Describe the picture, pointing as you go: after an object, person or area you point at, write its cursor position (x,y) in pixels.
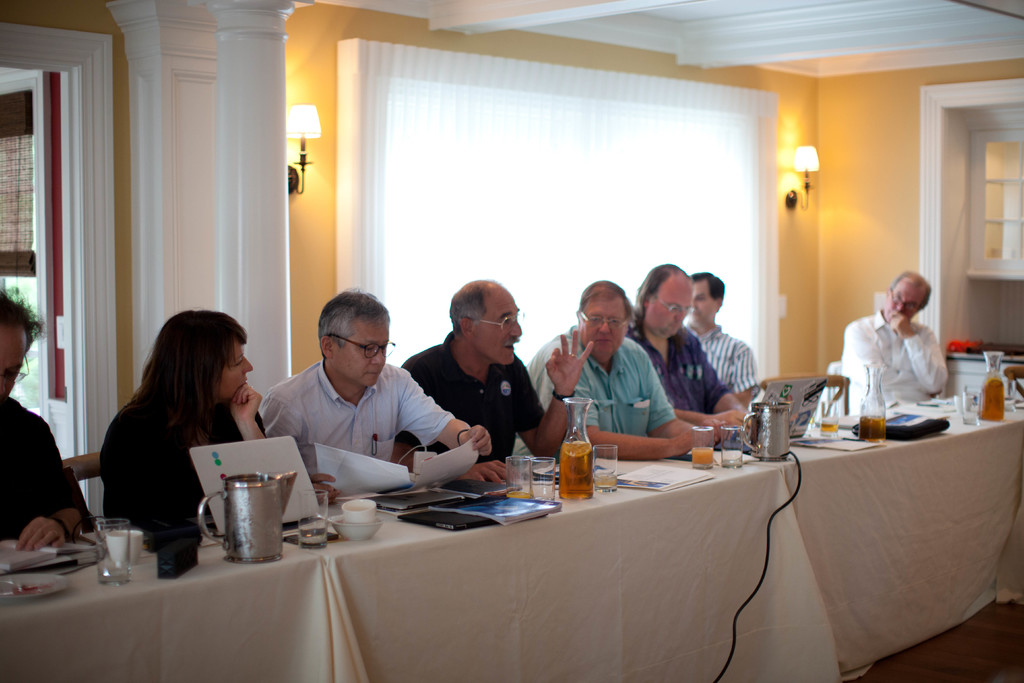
In this image I can see group of people (423,427) sitting. In front of them there is a flask (255,511), glass (110,556), laptop (245,469), papers (375,476) on the table (746,490). Back side there is lamp (293,112) and window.
